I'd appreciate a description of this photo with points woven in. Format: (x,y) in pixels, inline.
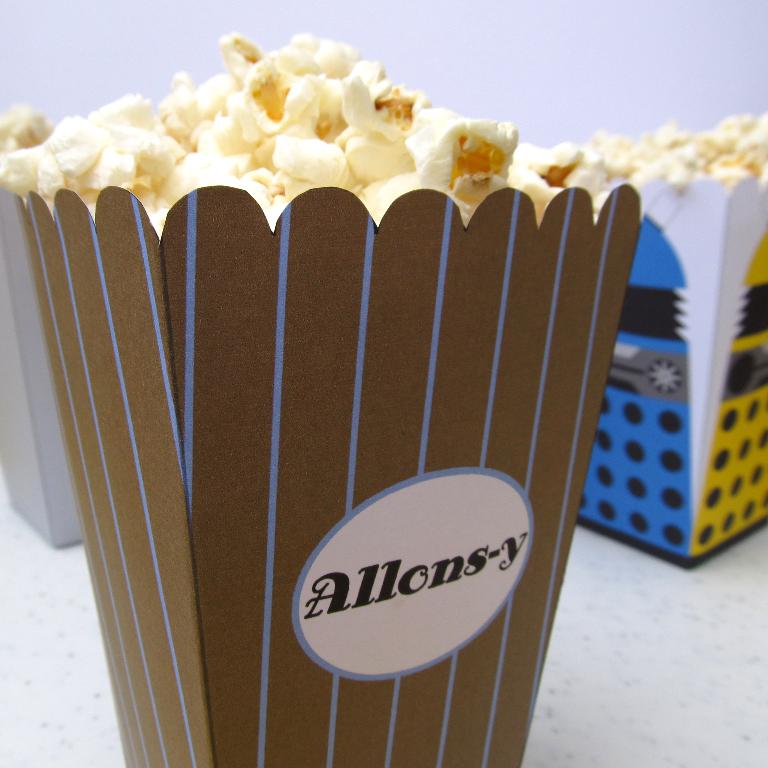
In this image we can see containers (610,430) containing popcorn (58,165) placed on the surface (734,650).
